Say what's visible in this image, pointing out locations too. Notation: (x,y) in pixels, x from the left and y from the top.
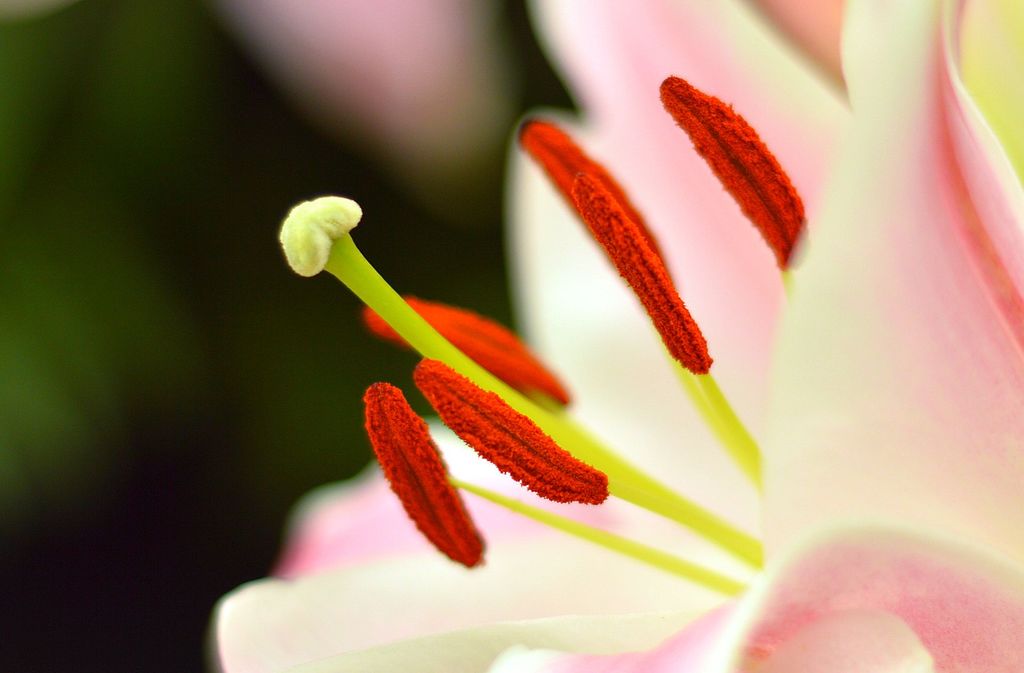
In this image there are few flowers (746,255). Background (380,80) is blurry.
